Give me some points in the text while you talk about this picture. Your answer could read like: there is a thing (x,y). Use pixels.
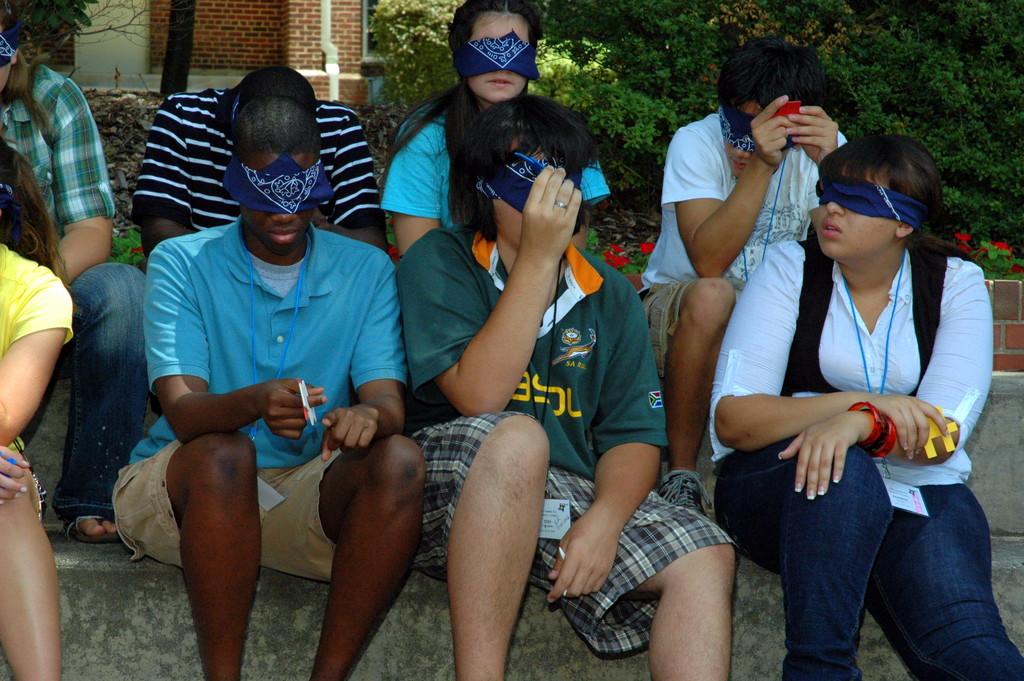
In this image I can see group of people (843,366) sitting. In front (628,410) the person (641,402) is wearing green color shirt (641,401), background (666,87) I can see few flowers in red color, plants (703,54) in green color and the wall (150,49) is in white and brown color.
